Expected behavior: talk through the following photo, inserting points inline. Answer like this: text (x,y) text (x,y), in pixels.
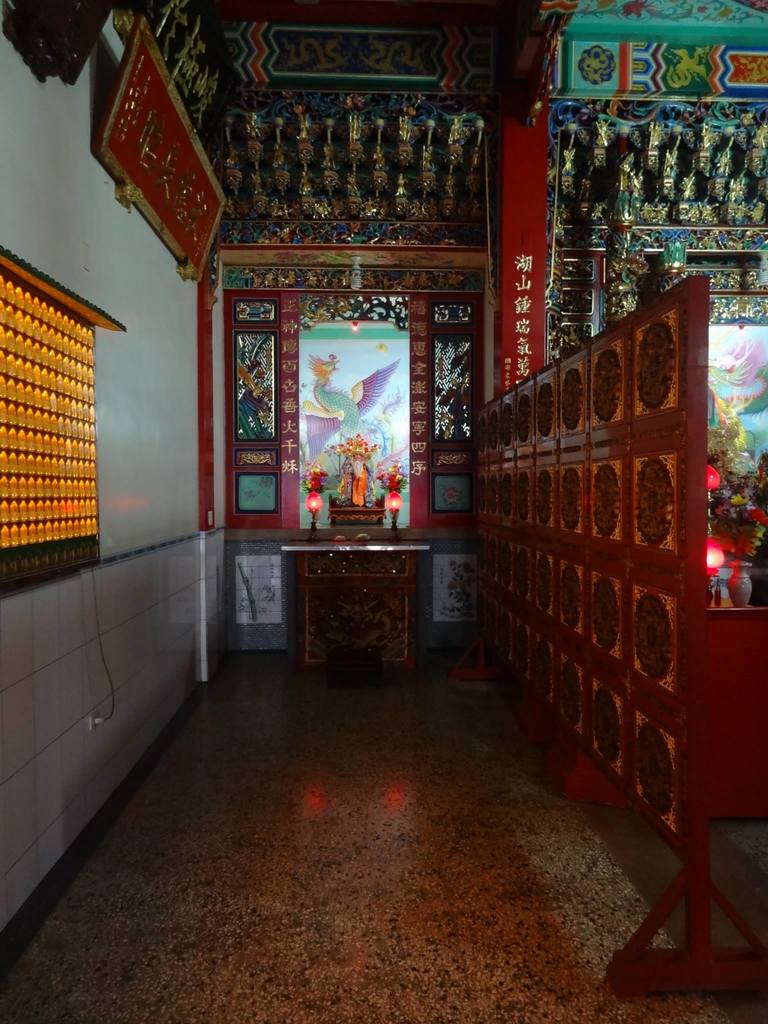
In this image there are some boards (417,418), and some metal objects (622,231), photo frames (395,458), candles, flower pots (747,569), flowers (397,466), lights (714,557) and some other objects (534,485). At the bottom (299,843) there is floor (391,834).
